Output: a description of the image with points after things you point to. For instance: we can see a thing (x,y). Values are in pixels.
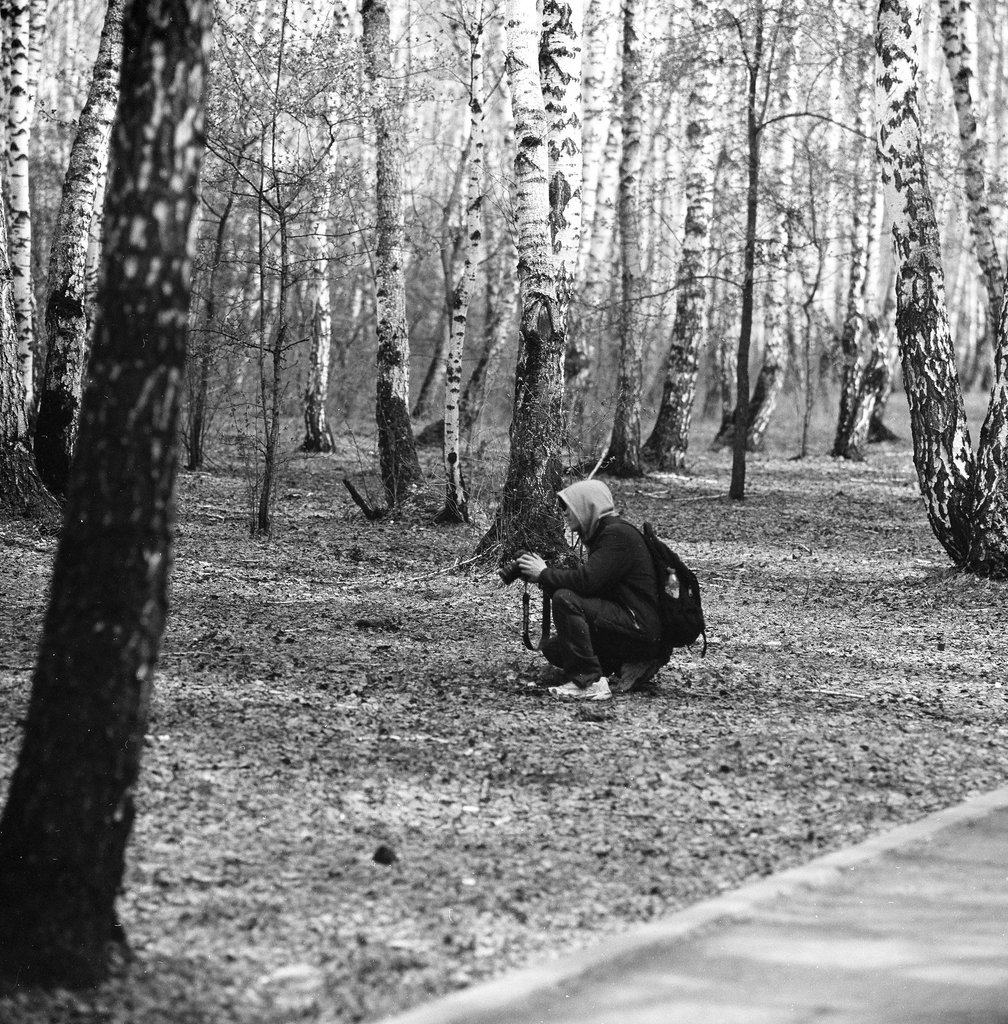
In this picture we can see a person (613,601) is holding a camera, he is carrying a backpack (679,569), in the background (4,339) there are some trees (348,259), we can see stones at the bottom (469,726), it is a black and white image.
